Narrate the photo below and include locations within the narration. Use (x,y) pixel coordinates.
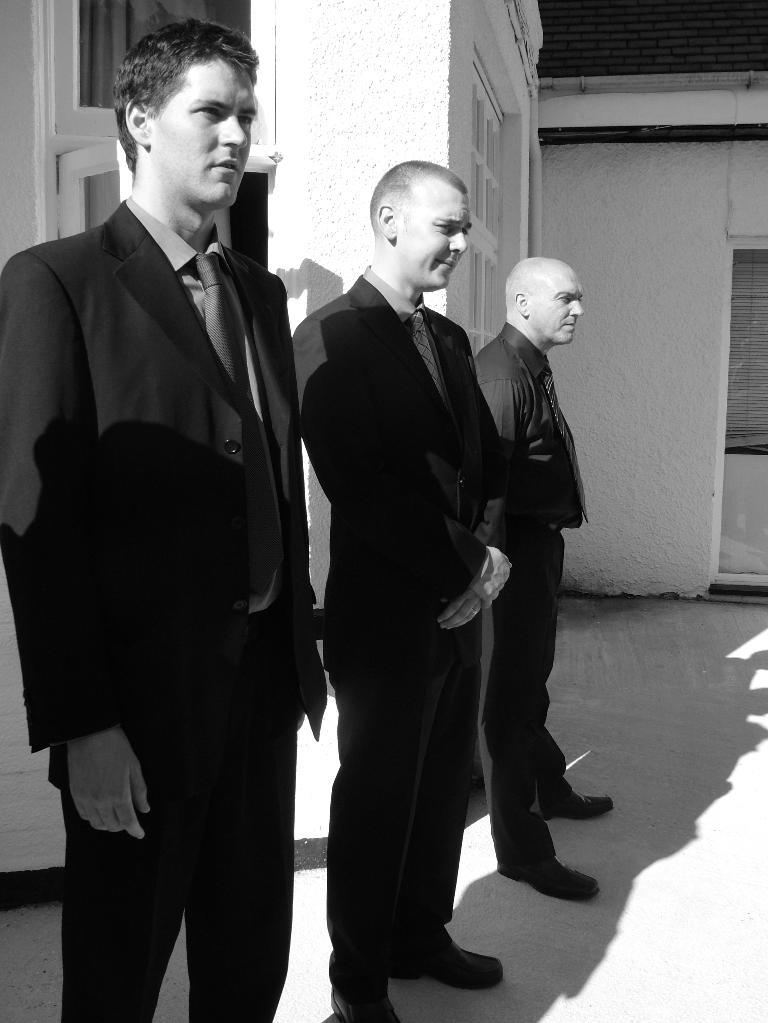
In the picture I can see three men (432,453) are standing on the ground (658,797). These men (397,641) are wearing suits (364,739). In the background (275,165) I can see walls (637,296) and windows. This picture is black and white in color.
